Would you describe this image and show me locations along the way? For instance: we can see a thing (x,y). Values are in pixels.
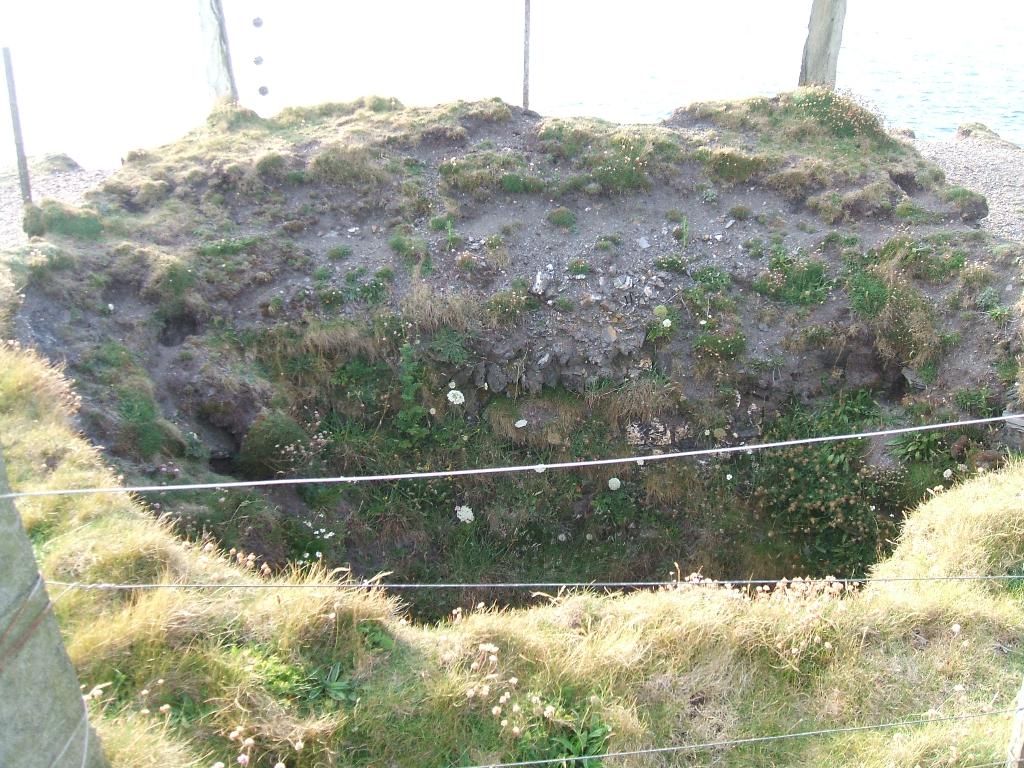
In the image we can see there is a ground (388,469) which is covered with grass (397,549) and low vegetation (384,435). Behind there is water (904,80).
